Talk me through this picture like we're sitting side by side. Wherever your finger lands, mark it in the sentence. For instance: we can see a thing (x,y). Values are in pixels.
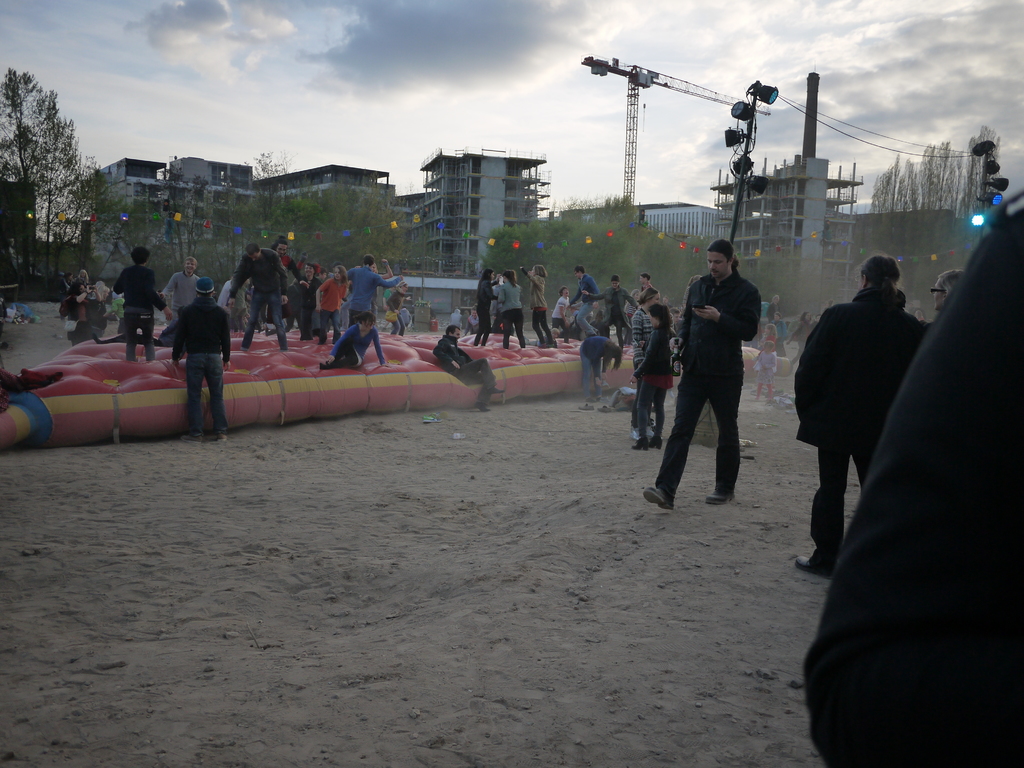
In the foreground of this image (886,476), there are people (716,406) standing, walking and few are sitting. We can also see an inflatable object (117,398), few bunting flags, trees (381,248), lights (748,136), crane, sky (740,125) and the cloud (490,36).
